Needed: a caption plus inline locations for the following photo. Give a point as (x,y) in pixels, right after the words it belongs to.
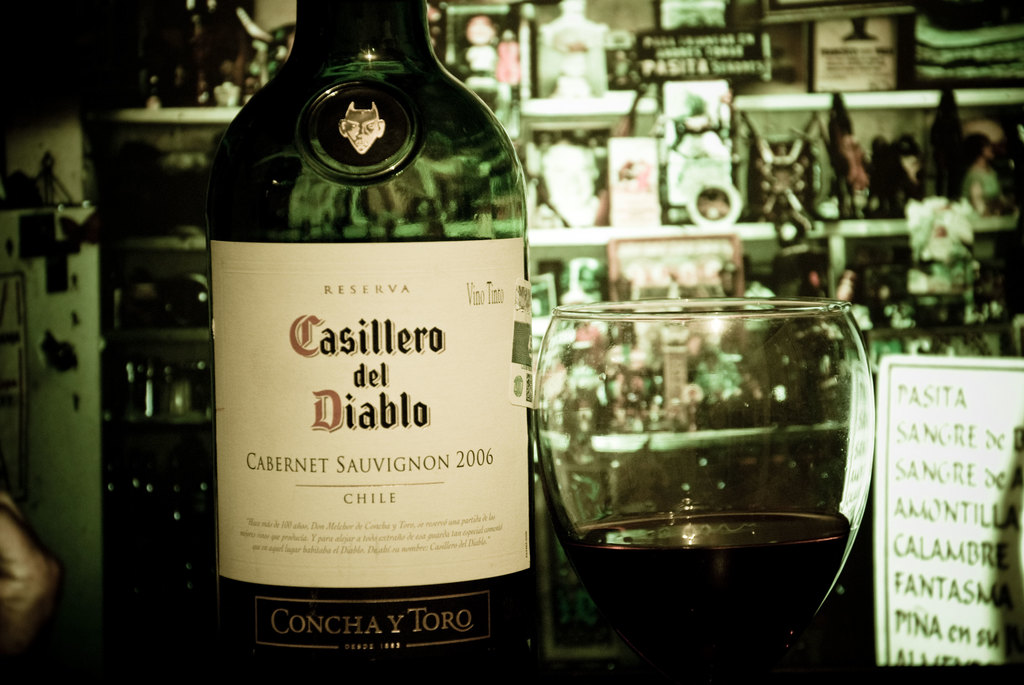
In this picture we can see a wine bottle (260,628) which is on the left side (314,540) and a glass of wine (554,411) on the right side (871,470).
